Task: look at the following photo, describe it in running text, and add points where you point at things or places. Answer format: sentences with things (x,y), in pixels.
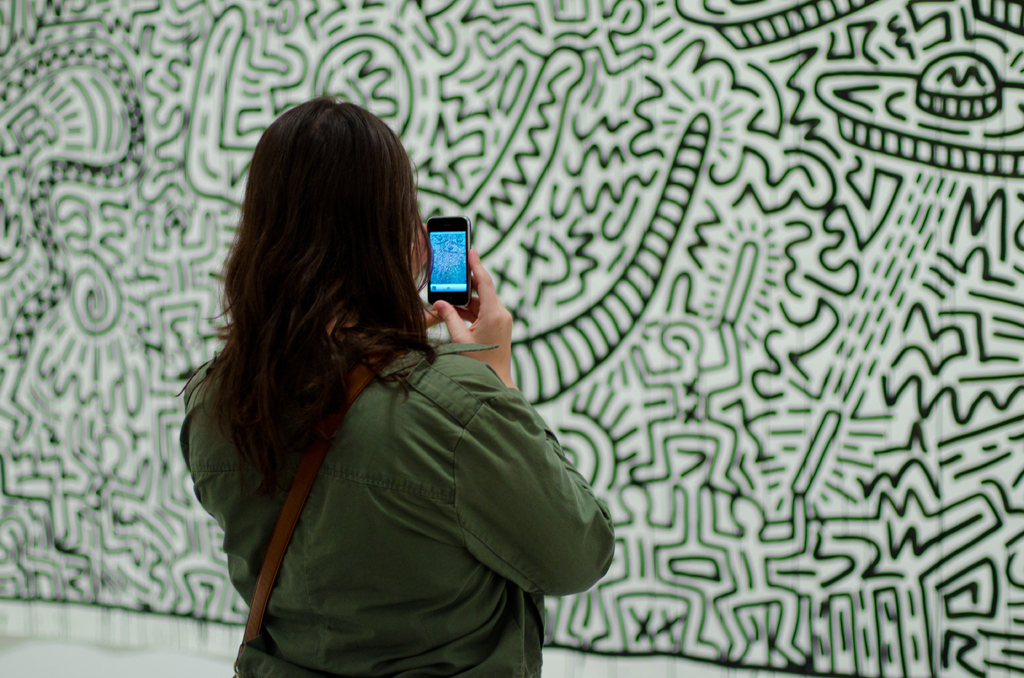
Here is a lady (514,655) who is taking a picture in her phone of a graffiti wall (696,139) which is opposite to her.
